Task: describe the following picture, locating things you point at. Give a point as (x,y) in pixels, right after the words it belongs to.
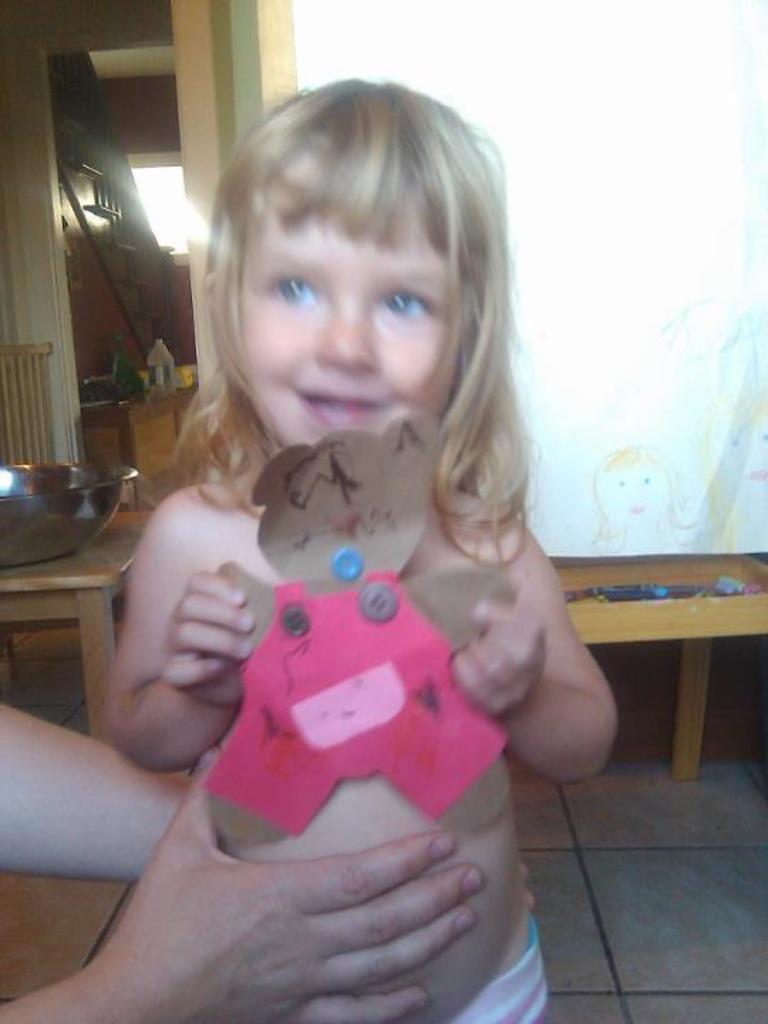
In the middle of the image (453,367) a girl (378,111) is standing and holding a paper bear (432,455). Behind her there is a wall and board (489,1). In the bottom left side of the image (29,725) there are two hands (262,912). Behind the hands (222,948) there is a table (113,549), on the table (97,683) there is a bowl (27,525).
